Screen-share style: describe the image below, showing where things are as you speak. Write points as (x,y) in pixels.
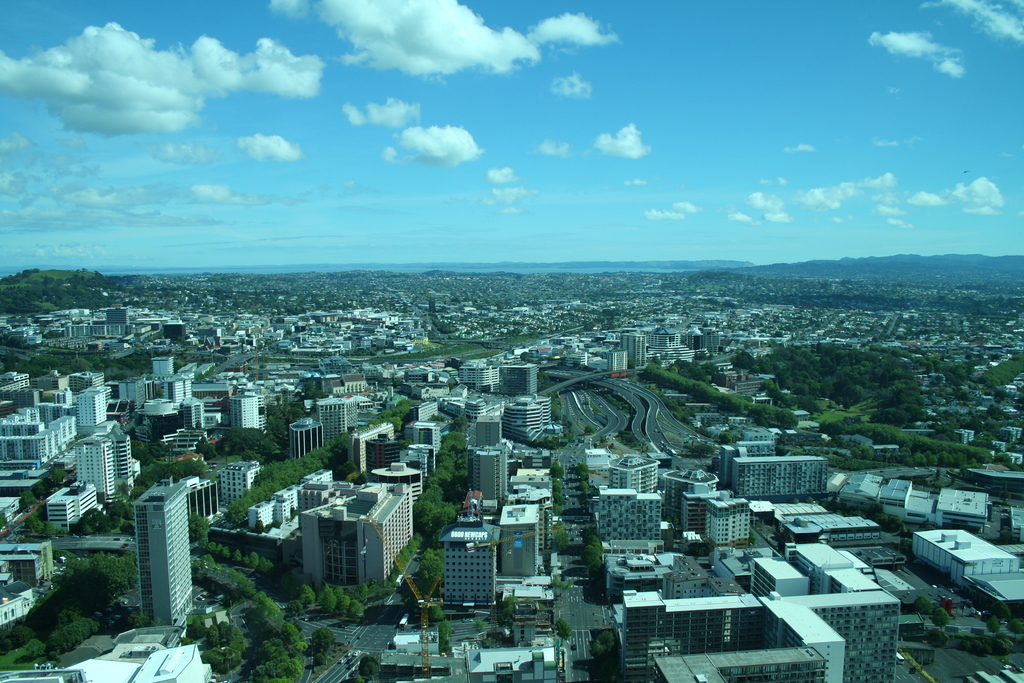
In this picture we can see there are buildings (14,449), houses (774,330), trees (246,446) and some vehicles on the road (578,385). Behind the buildings (474,369) there are hills (95,288) and the sky (436,144).
